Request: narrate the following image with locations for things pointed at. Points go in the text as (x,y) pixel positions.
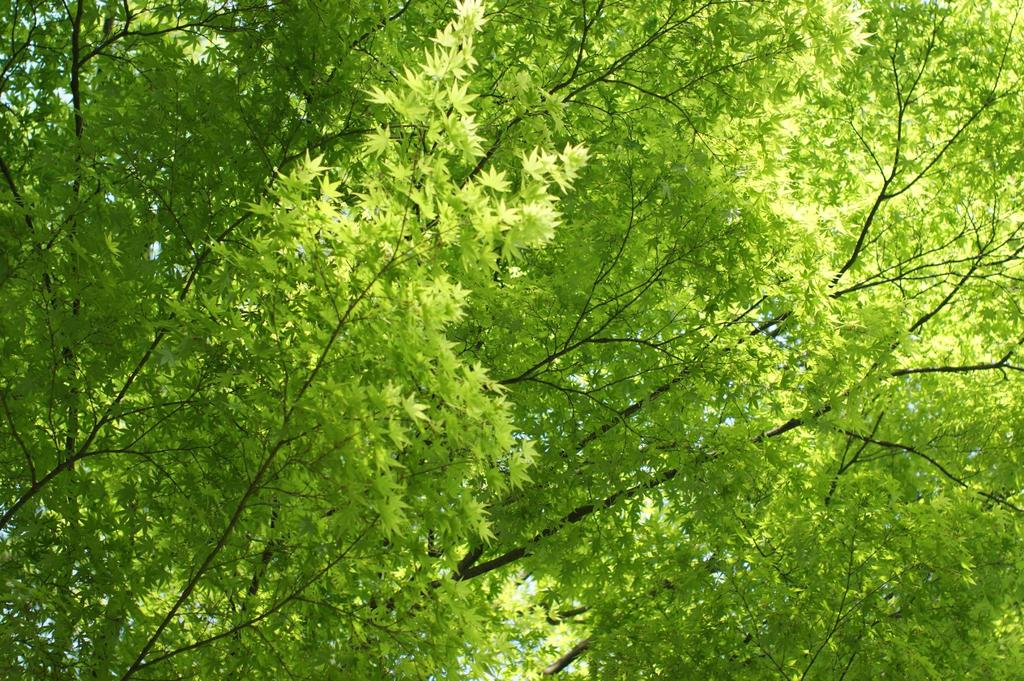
There are trees (263,349), which are having green color leaves (684,235). In the background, there is sky (59,96).
